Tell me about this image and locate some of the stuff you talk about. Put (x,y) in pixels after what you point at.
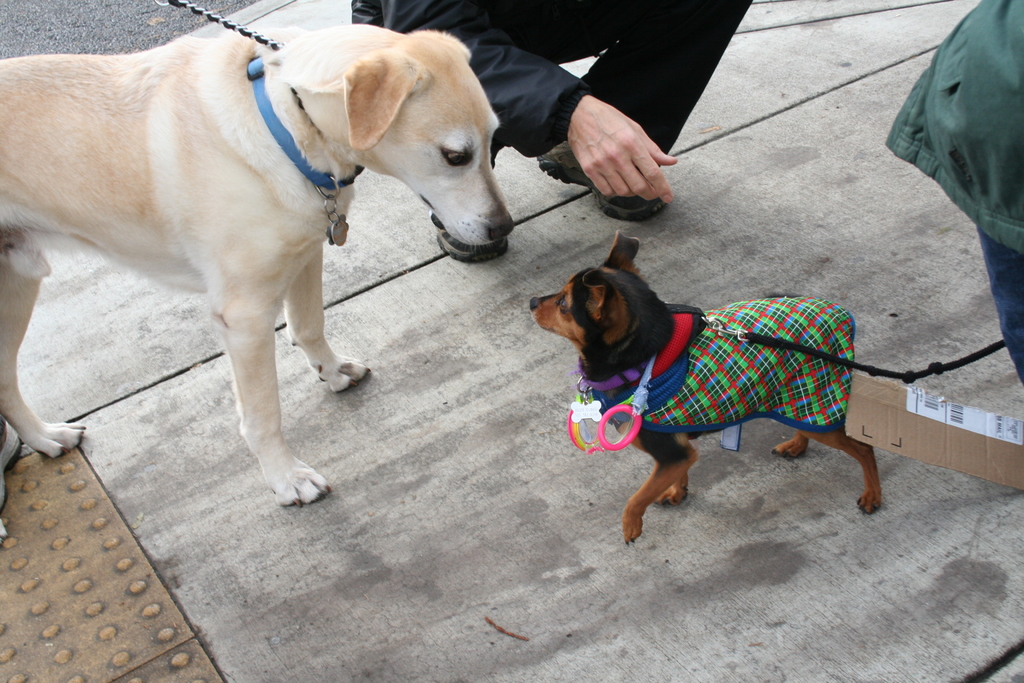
In this image in the front (714,350) there are animals (714,350) and in the background (687,59) there is a person (655,75). On the right side (985,161) there is an object (1001,182) which is blue and green in colour.
